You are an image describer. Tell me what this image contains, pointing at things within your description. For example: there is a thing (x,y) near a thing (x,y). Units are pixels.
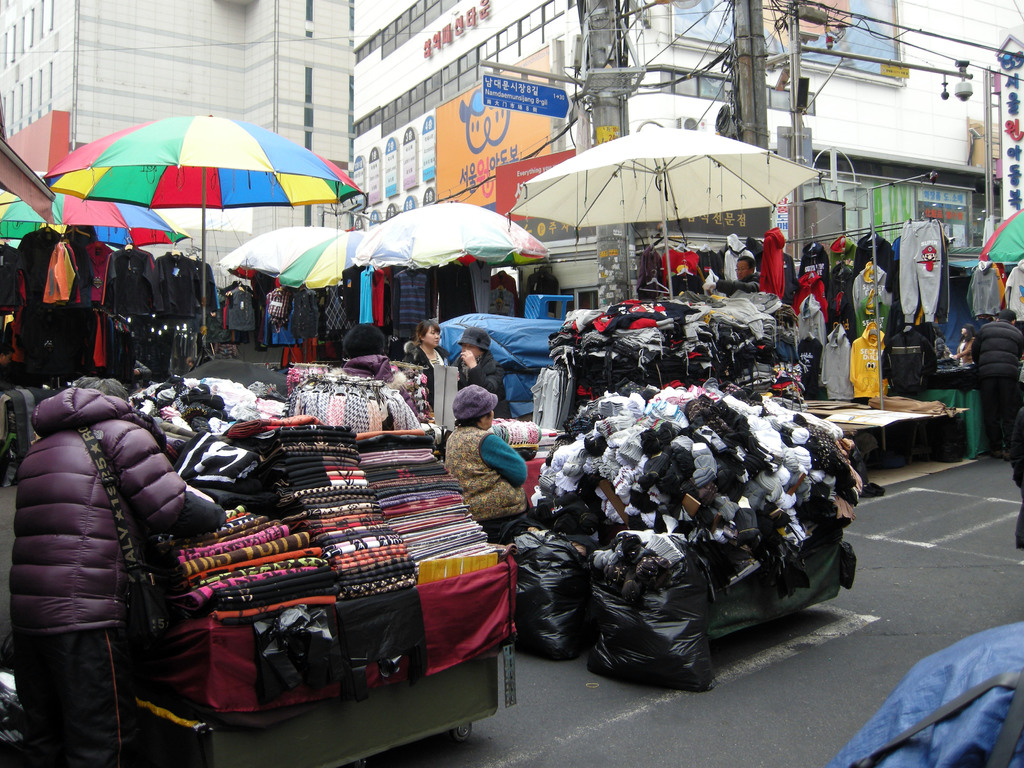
In this image I can see it looks like a market (627,460), there are clothes (570,520), umbrellas (422,252). In the background (526,117) there are buildings (413,8). In the middle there are hoardings (507,144).
